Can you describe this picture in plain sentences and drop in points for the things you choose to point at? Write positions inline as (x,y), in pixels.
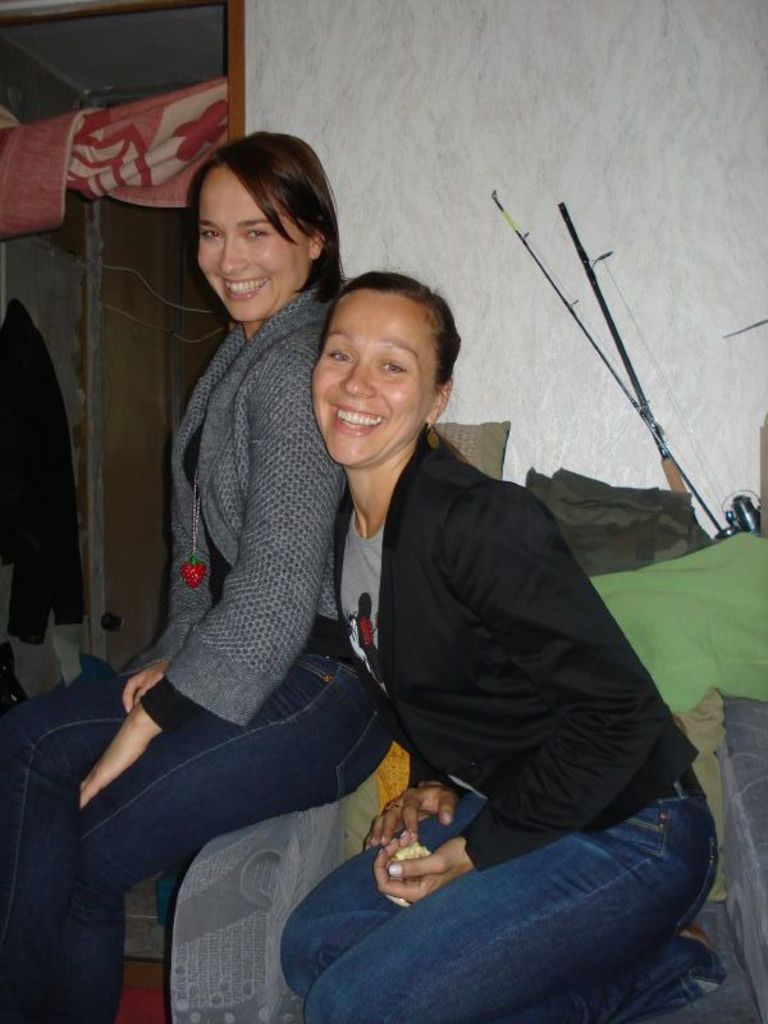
In this image two woman (311,615) are sitting on a chair (741,858) having few clothes (708,569) and few sticks (674,461) behind it. Beside there is a door (105,461) having few clothes (88,121) on it. Behind them there is a wall (538,154).
